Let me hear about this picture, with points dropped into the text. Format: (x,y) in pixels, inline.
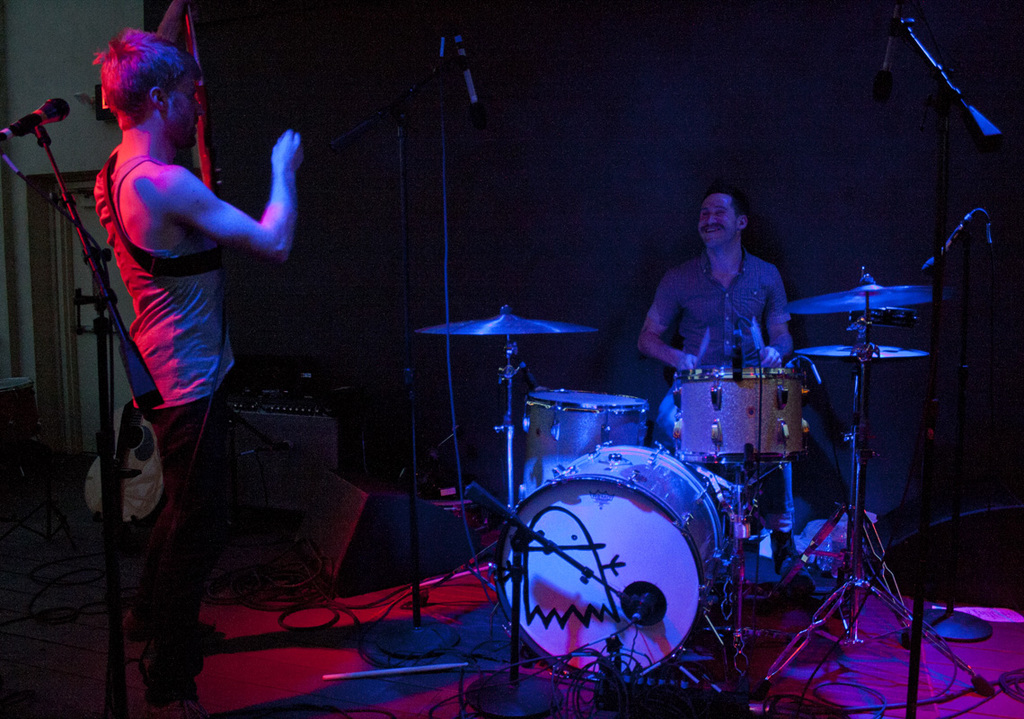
In this image I see 2 men (105,57), in which one of them is holding the sticks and sitting in front of the drums (818,347) and this man (168,501) is in front of a mic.
